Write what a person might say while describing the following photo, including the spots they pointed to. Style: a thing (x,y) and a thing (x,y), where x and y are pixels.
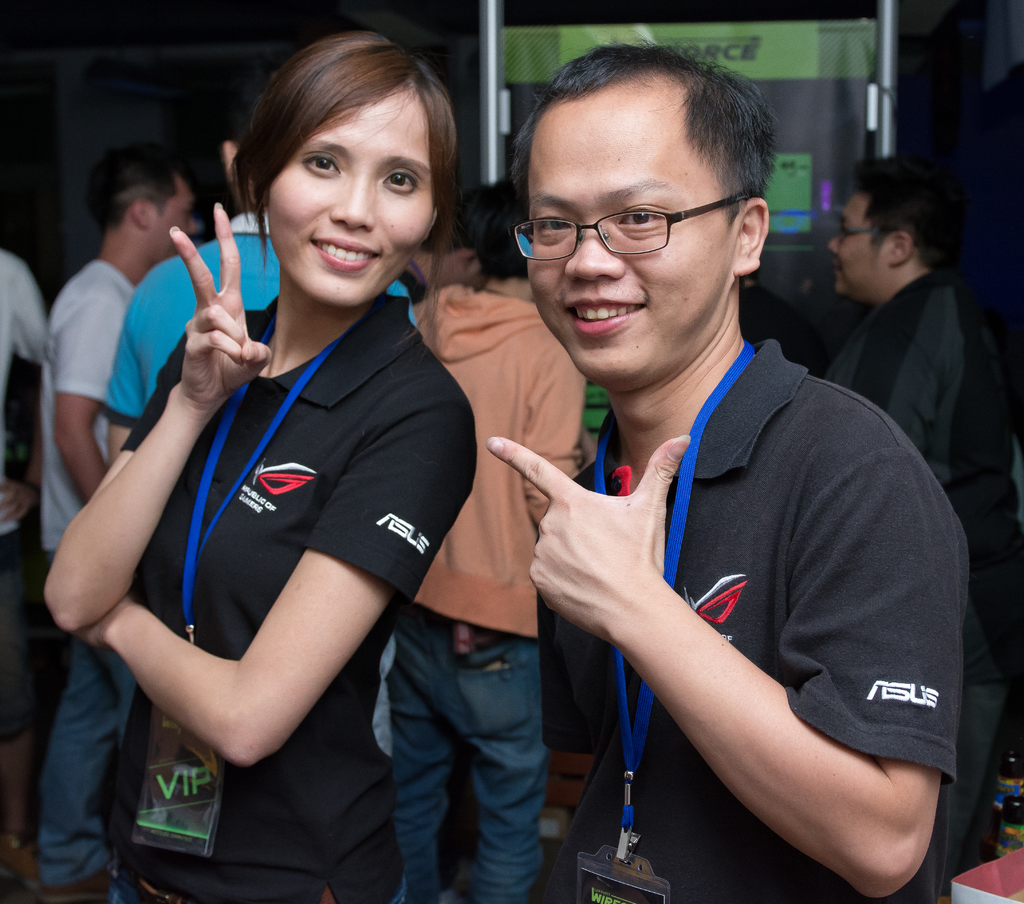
In this image we can see a group of people (720,842) standing on the floor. Some people (771,773) are wearing id cards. On the right side of the image (1021,861) we can see bottles (1005,813) and a box (1016,886) placed on the surface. At the top of the image (820,223) we can see a banner (844,72) with some text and some poles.
